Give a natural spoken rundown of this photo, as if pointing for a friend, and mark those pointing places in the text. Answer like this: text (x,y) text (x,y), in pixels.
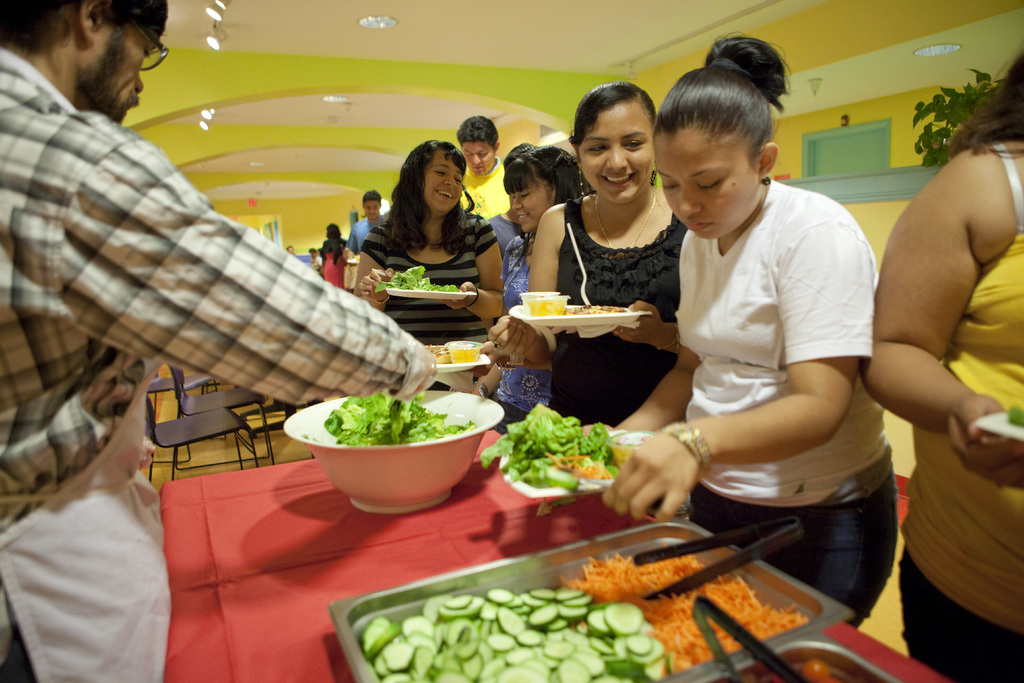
In this image, we can see persons (709,399) holding plates (449,297) with their hands (690,464). There is table (386,547) at the bottom of the image (304,631) contains dishes (640,624) and bowl (451,478) with some vegetables (402,642). There is a person (58,278) on the left side of the image (67,352). There lights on the ceiling (342,123) which at the top of the image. There are chairs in the middle of the image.
